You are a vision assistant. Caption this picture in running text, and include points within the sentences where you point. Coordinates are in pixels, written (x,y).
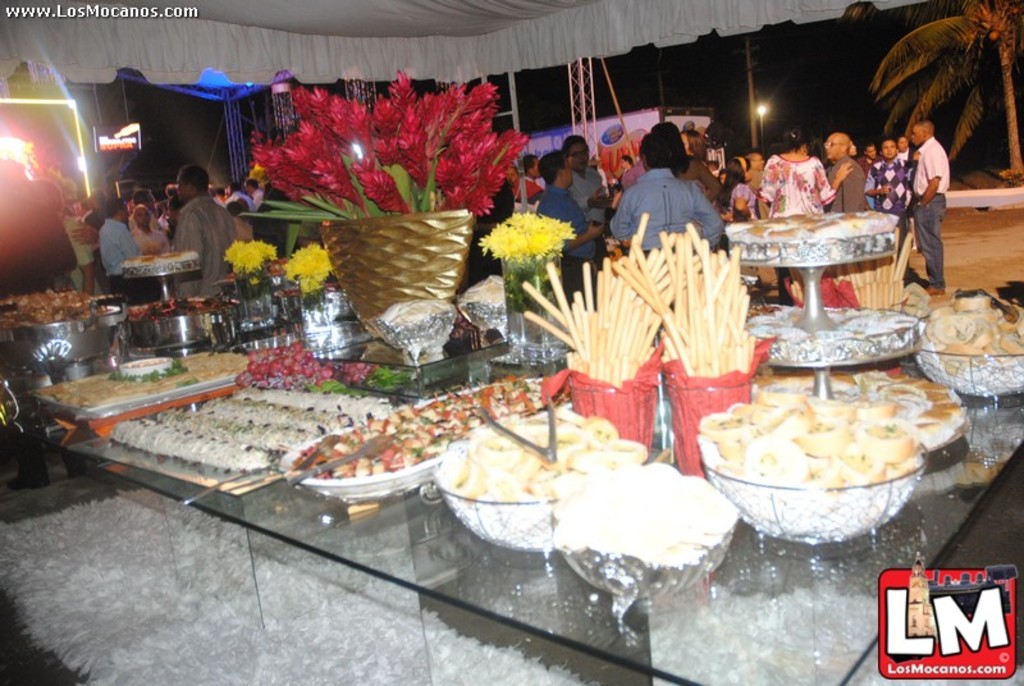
In this image I can see the glass table (388,577). On the table (486,586) I can see many bowls (511,510) and trays (165,457) with food (290,406). To the side of these bowls (406,325) I can see the flowers vases (426,249) and the bouquets (426,194). These flowers (259,250) are in yellow and red color. To the side of the table (303,547) I can see the group of people (590,230) standing. These people (673,189) are wearing the different color dresses (659,229). In the background (889,83) I can see the light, trees (876,91) and the sky (599,74).
